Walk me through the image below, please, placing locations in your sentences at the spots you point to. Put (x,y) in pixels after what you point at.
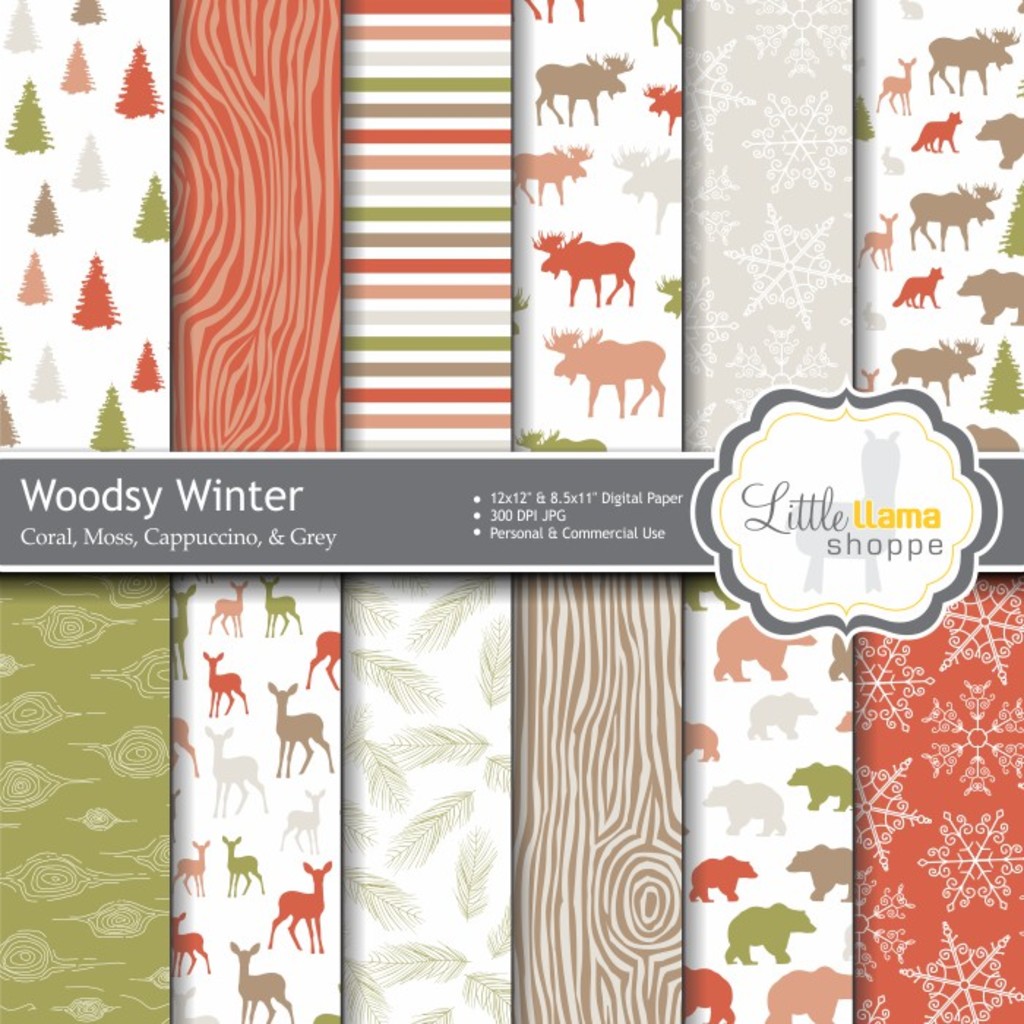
This is an advertisement. In the center of the image (637,523) we can see a logo (900,514) and text (513,538). In the background of the image (46,723) we can see the different types of boards (469,664).
